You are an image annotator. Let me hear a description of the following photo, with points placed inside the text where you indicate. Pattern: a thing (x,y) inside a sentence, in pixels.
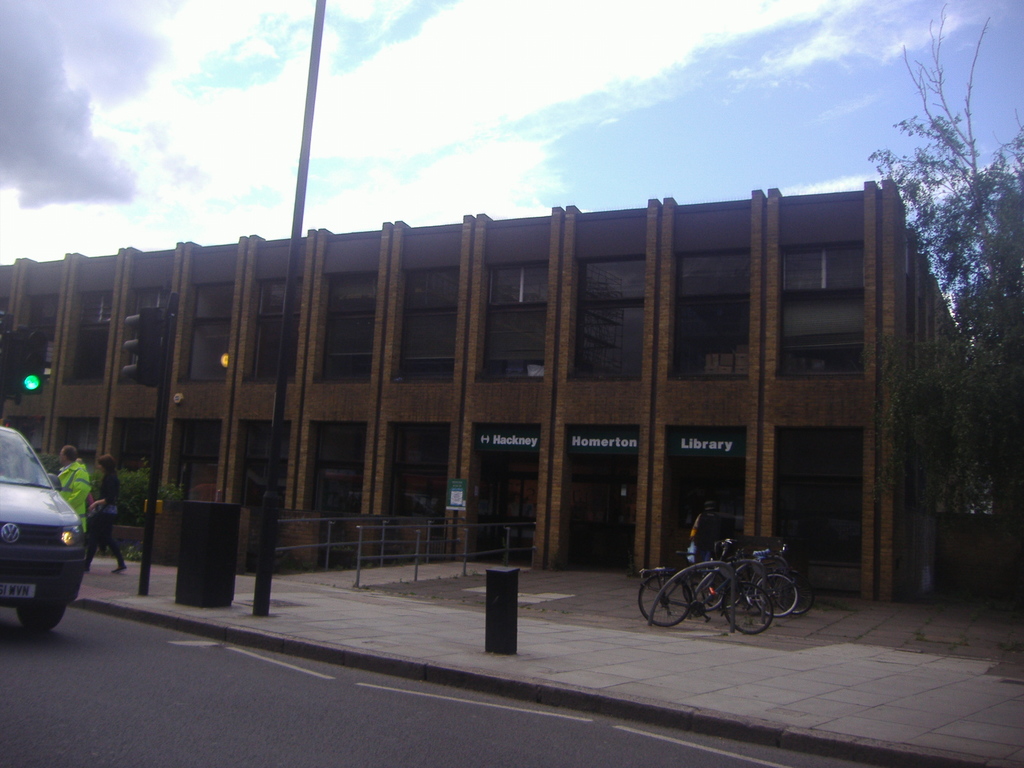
In this image there is a car (51,525) on a road (289,747) and people (83,517) walking on a footpath (519,666) and there are poles (502,648), beside the footpath (668,631) there is a pavement (609,583) on that pavement (817,628) there are bicycles (703,576) and there is a railing (345,551), in the background (395,376) there is a building (740,267), trees (1010,362) and the sky (646,99).
